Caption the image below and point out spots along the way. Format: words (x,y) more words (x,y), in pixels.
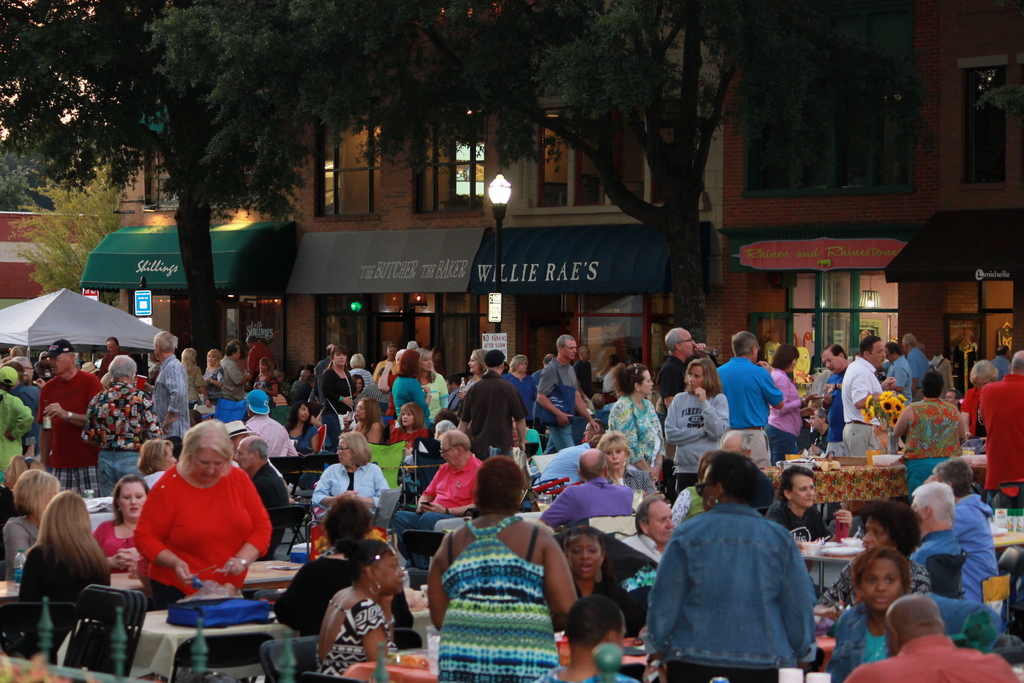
In this picture there are group people (17,369), some are sitting and standing and there is a building (423,187) and trees (176,120) in the backdrop (152,64).
